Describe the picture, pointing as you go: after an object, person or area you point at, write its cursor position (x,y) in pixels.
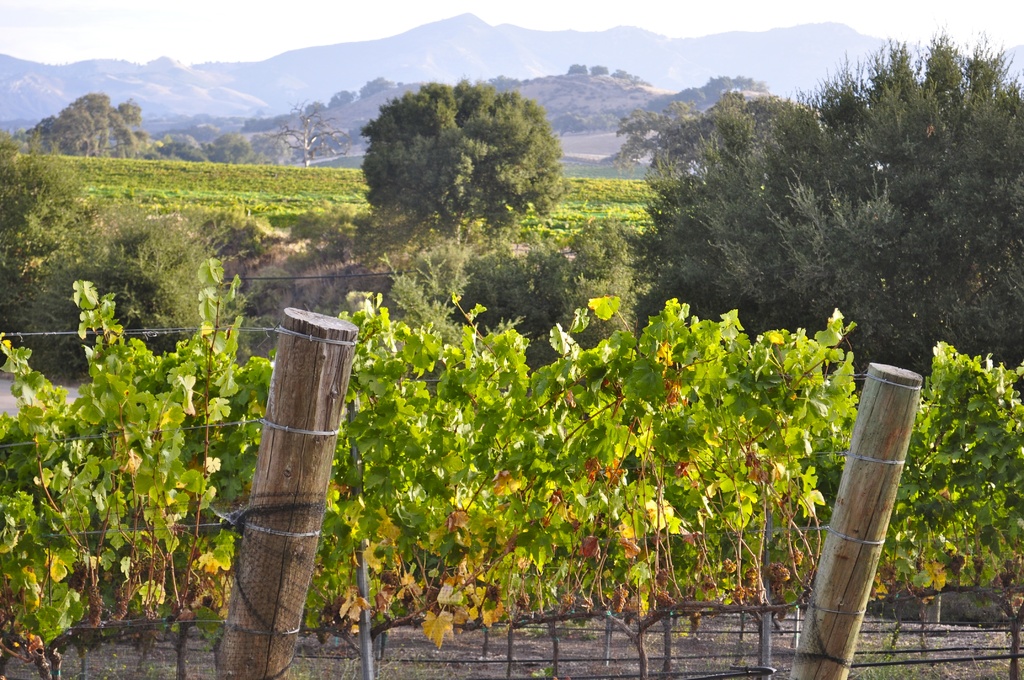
In this image at the bottom (335,468) we can see fence (878,475), wooden poles (312,463) and plants (122,469). In the background (408,215) there are trees (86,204), plants (295,173), mountains (2,88) and the sky (249,31).
